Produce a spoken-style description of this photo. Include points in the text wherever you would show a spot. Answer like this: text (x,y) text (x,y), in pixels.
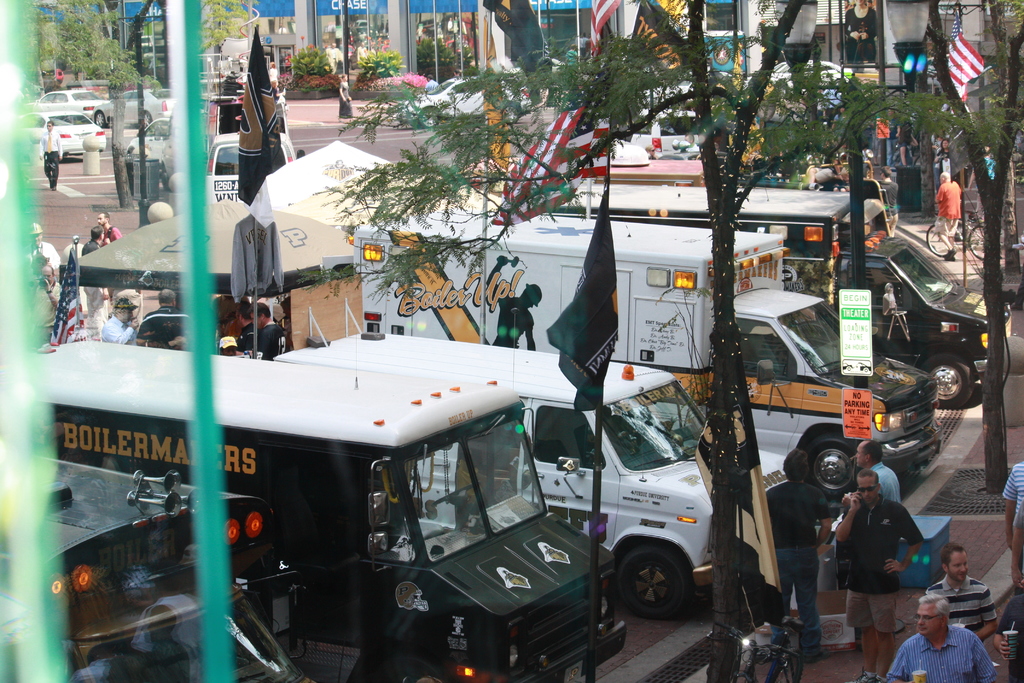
This picture might be taken in the city. In this image, on the right side (891,520), we can see group of people (888,577), trees (729,595), flags (964,61). On the left side (180,583), we can also see some vehicles (648,317), flags (538,201). In the background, we can see some buildings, vehicles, trees (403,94).
